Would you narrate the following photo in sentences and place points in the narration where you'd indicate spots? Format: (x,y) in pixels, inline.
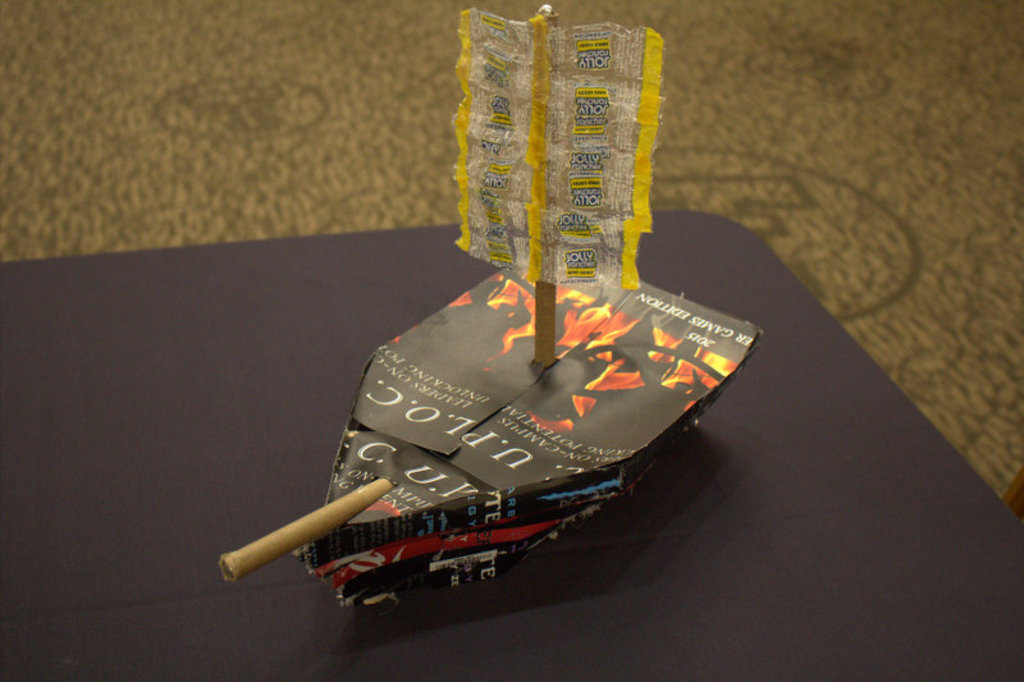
In this image there is a paper boat (657,430) on the table (788,494).
